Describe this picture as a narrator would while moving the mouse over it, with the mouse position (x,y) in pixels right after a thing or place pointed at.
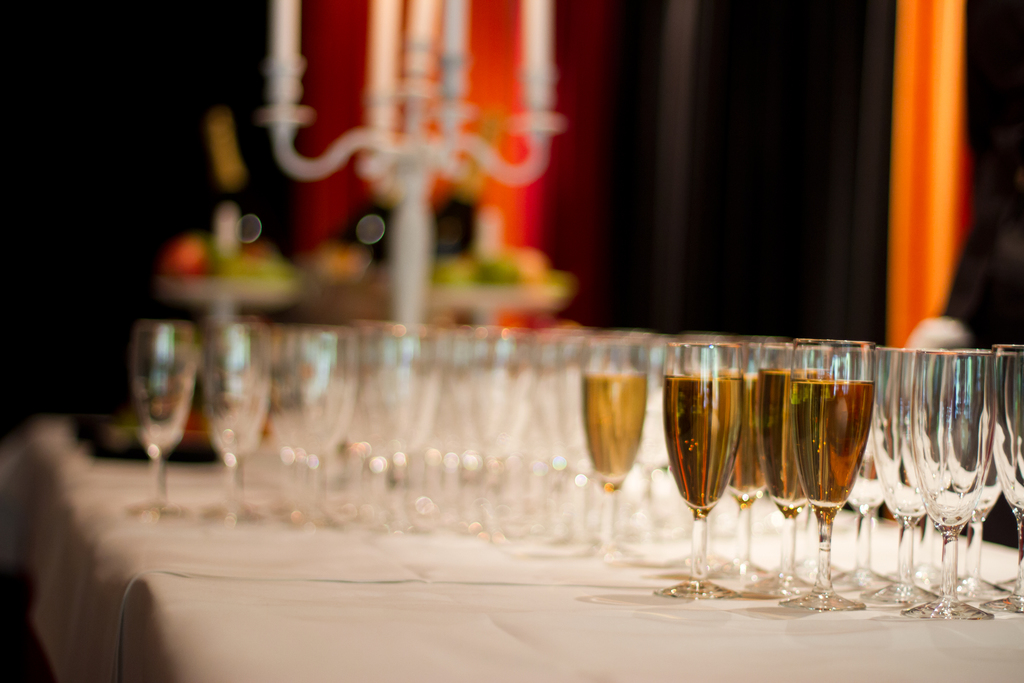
In this image there are some glasses (793,452) of wine (869,423) and some empty glasses (502,412) on the table (361,615), and in the background (445,132) there are candles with the candles stand (395,155) and there are some other objects (385,254).
